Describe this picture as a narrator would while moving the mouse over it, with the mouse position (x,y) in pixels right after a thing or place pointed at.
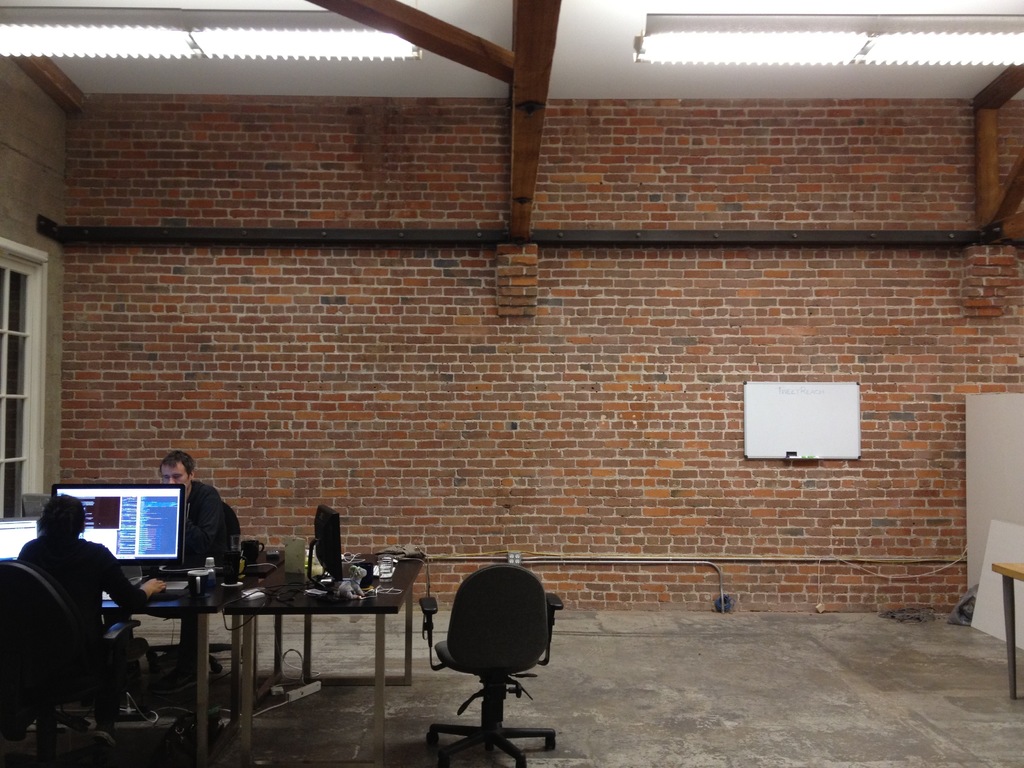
in this image on the left side (280,595) i can see a table (233,592), a computer (159,561) on it. a person (77,549) is operating the computer (94,540). in front of him there is another person (209,511) in black shirt (218,501). behind them there is a brick wall (402,386).
